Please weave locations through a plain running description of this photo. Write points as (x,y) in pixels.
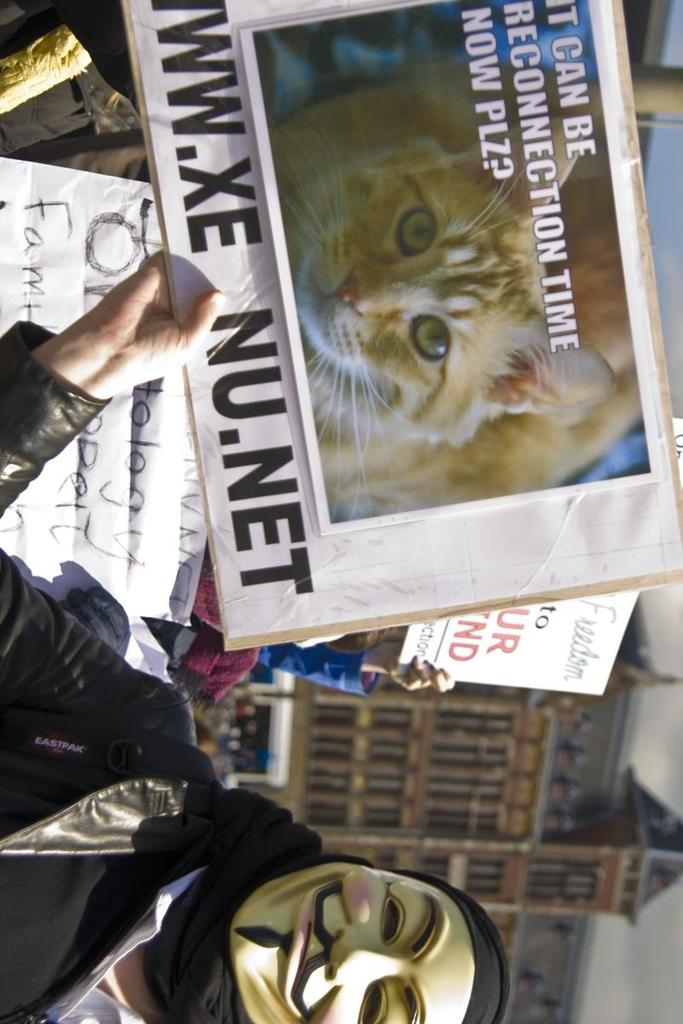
In this image we can see a person (190,885) wearing a mask (247,907) and holding a placard (219,379). On the placard (413,181) something is written. Also there is an image of a cat (458,329) on the placard (530,381). In the back (156,483) we can see placards (544,608). In the background (502,775) there is a building (454,825).
